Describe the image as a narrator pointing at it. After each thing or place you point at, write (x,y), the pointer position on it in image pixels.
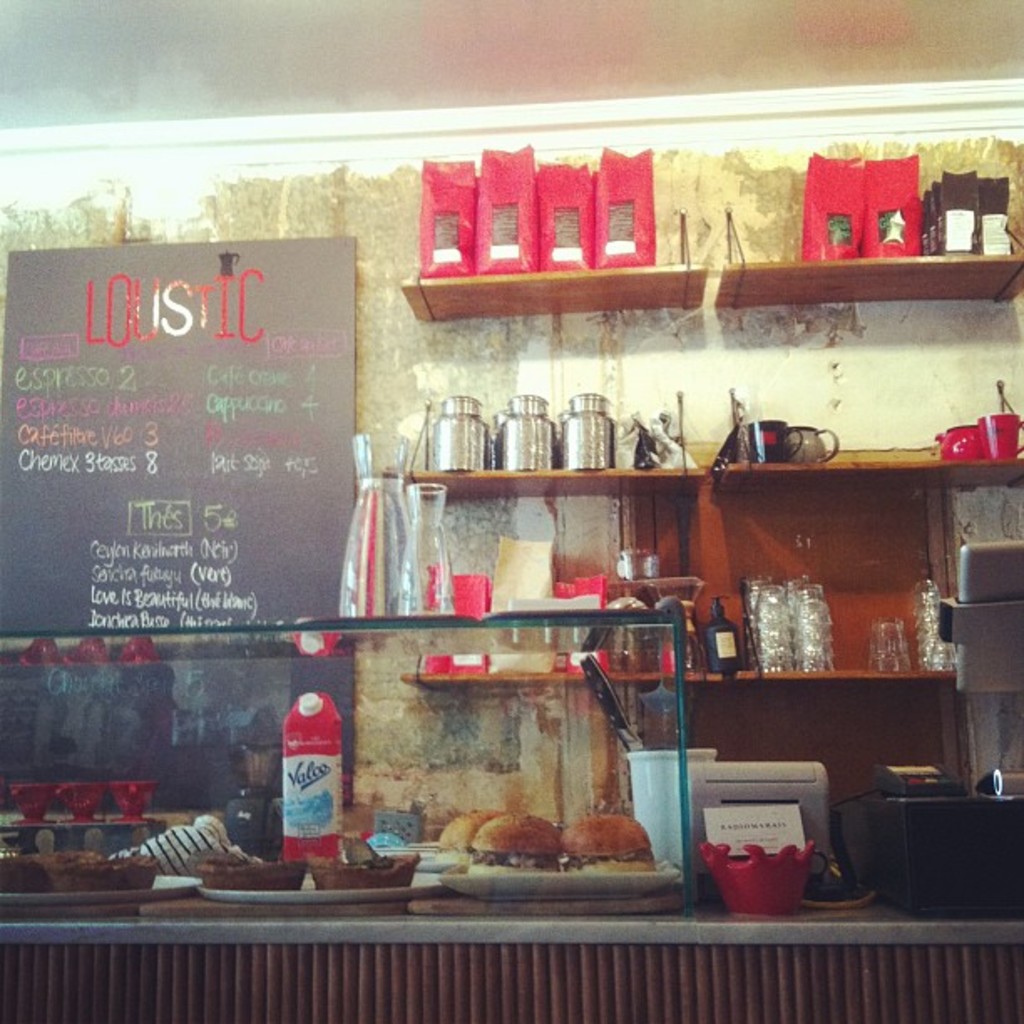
At the bottom of the image (834,960) there is a table (714,984) and we can see plates (485,887), buns (528,828), food (385,880) and some objects (776,907) placed on the table (594,928). In the background (810,617) there is a shelf (789,631) and we can see glasses (821,586), tins (564,443), bowls (979,440) and cups (988,429) placed in the shelf (846,497). On the left (125,363) there is a board (209,381). In the background (385,400) there is a wall (379,381).
